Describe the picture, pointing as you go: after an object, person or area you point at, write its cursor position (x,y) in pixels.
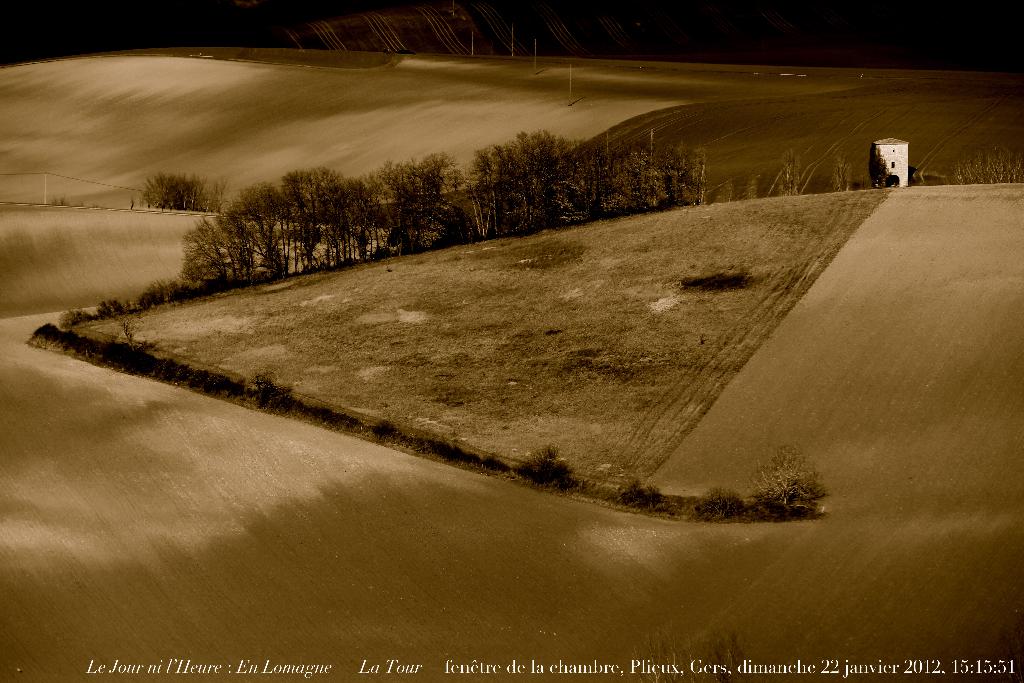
In this image I can see the ground (581,293), many trees (652,213) and the building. And there is a black background (695,12).
